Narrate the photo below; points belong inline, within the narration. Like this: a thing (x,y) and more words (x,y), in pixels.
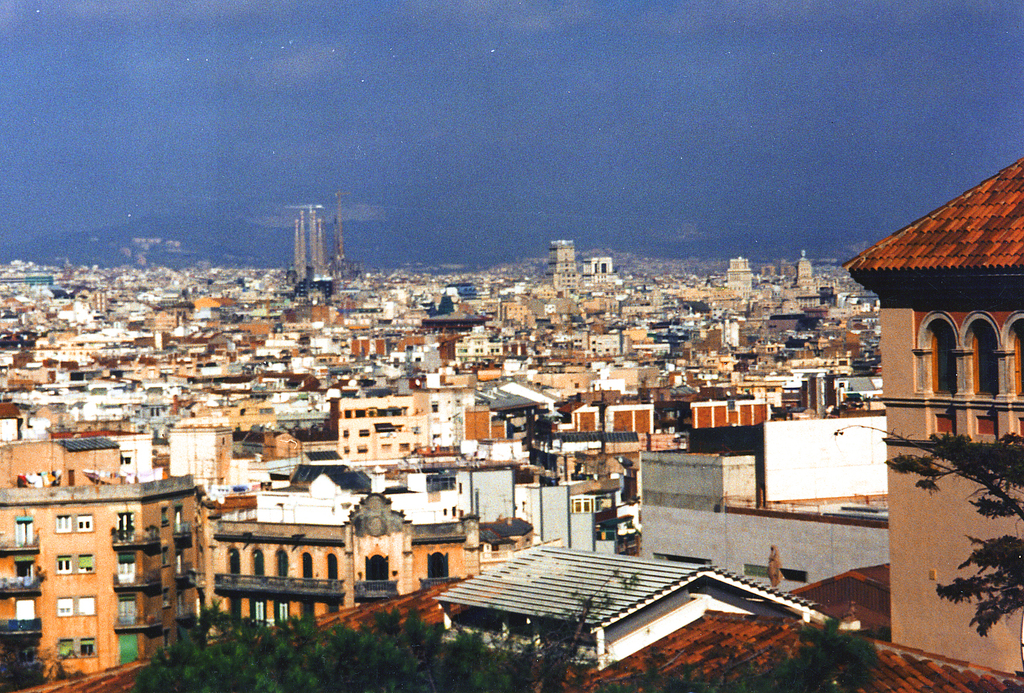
At the bottom of the picture (327,646), we see the trees (303,649). There are buildings (550,303) and towers (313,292) in the background (476,386). On the right side (962,453), we see a tree (997,455). We see hills (408,260) in the background (249,238). At the top (379,117), we see the sky (442,142).
